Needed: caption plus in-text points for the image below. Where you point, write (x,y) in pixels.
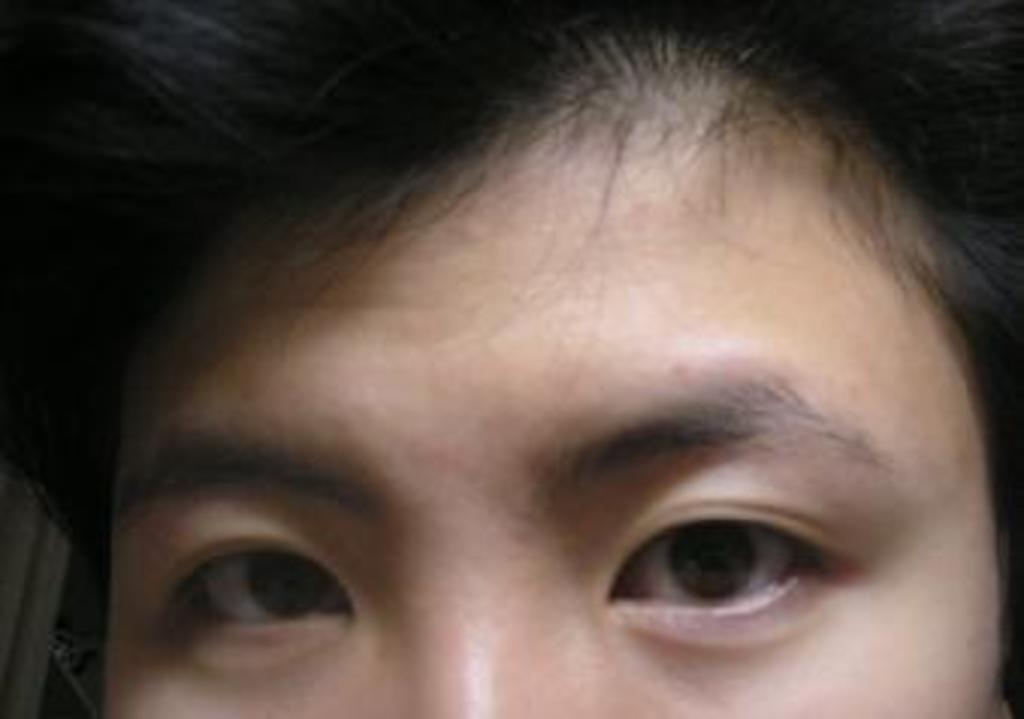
In this image I can see a person's face (592,430). This image is taken may be in a room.
